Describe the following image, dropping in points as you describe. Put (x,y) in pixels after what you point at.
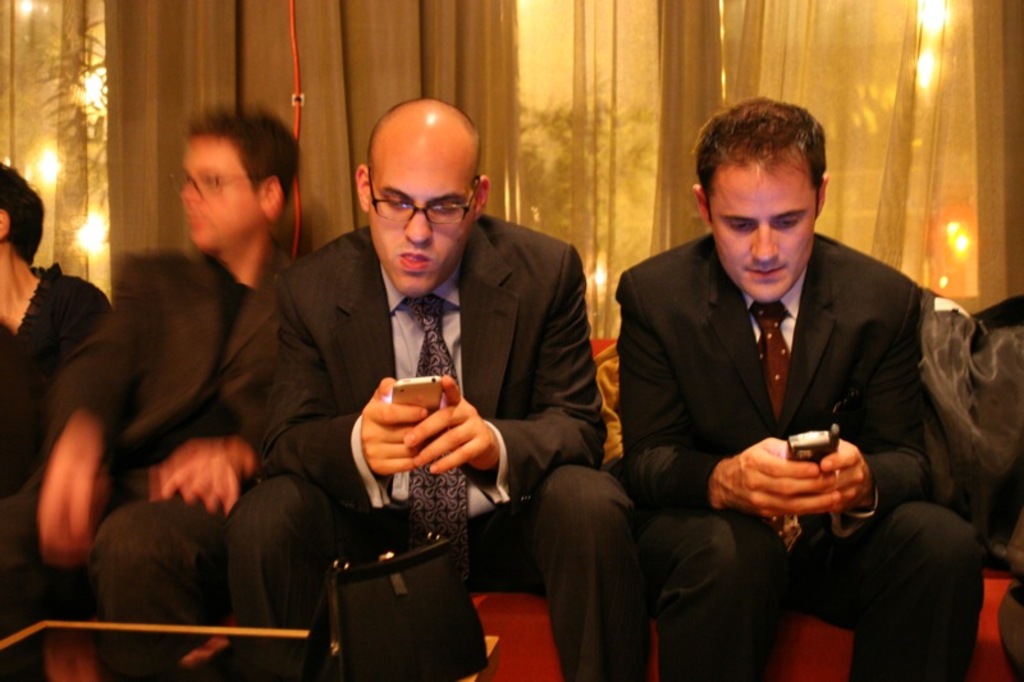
In this image in the foreground (132,456) there are four persons (279,424) who are sitting, and two of them (630,422) are holding phones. And at the bottom (280,638) there is a table (281,646), on the table (101,652) there is one handbag (433,573), and in the background (446,64) there is a window (581,61) and curtains (600,142) and some plants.
